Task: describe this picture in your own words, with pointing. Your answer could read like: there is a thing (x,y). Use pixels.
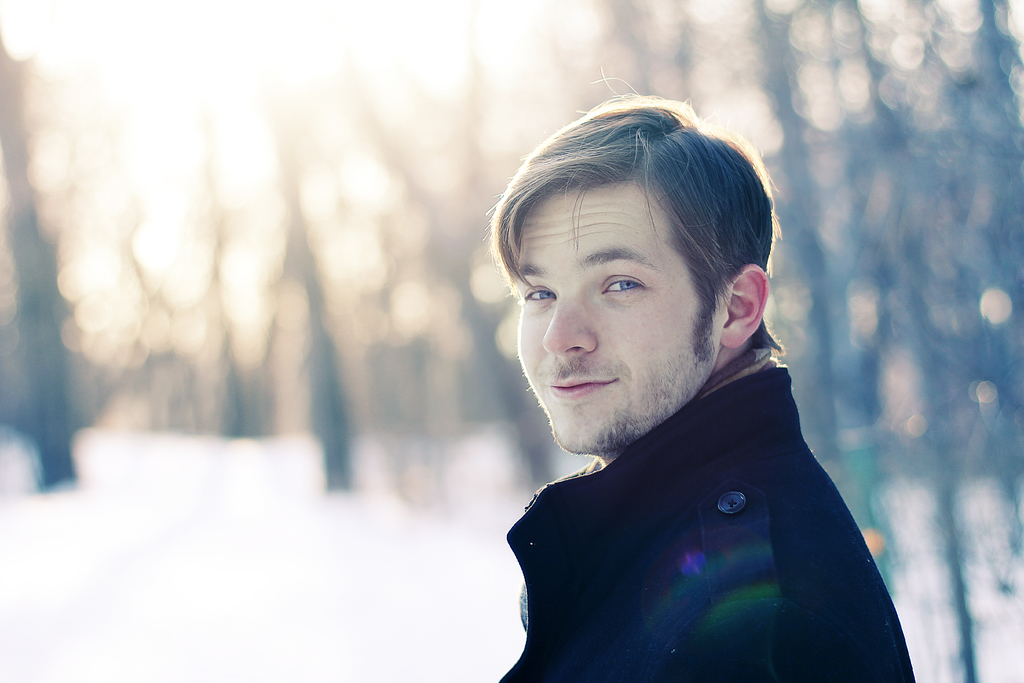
In this picture I can see there is a man (756,550) standing and he is wearing a black color coat (681,516) and he has blue eyes (610,288) and in the backdrop (197,522) there are trees (964,156) and there is snow (298,586) on the floor (255,597) and the sky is clear.
